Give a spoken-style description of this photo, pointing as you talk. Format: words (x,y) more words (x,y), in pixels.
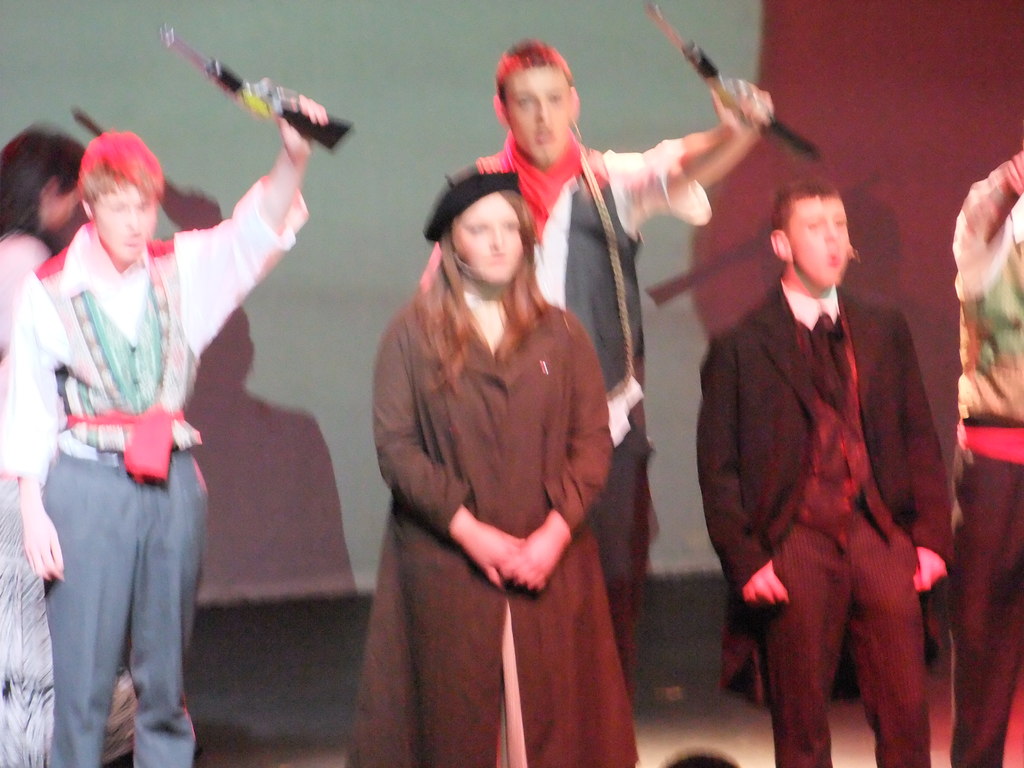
In this picture there are two men (192,267) standing and holding the objects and there are four people (1001,673) standing. At the back (635,133) there is a screen (657,539) and there are shadows (280,474) of two people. At the bottom (657,740) there is a floor (676,708).
